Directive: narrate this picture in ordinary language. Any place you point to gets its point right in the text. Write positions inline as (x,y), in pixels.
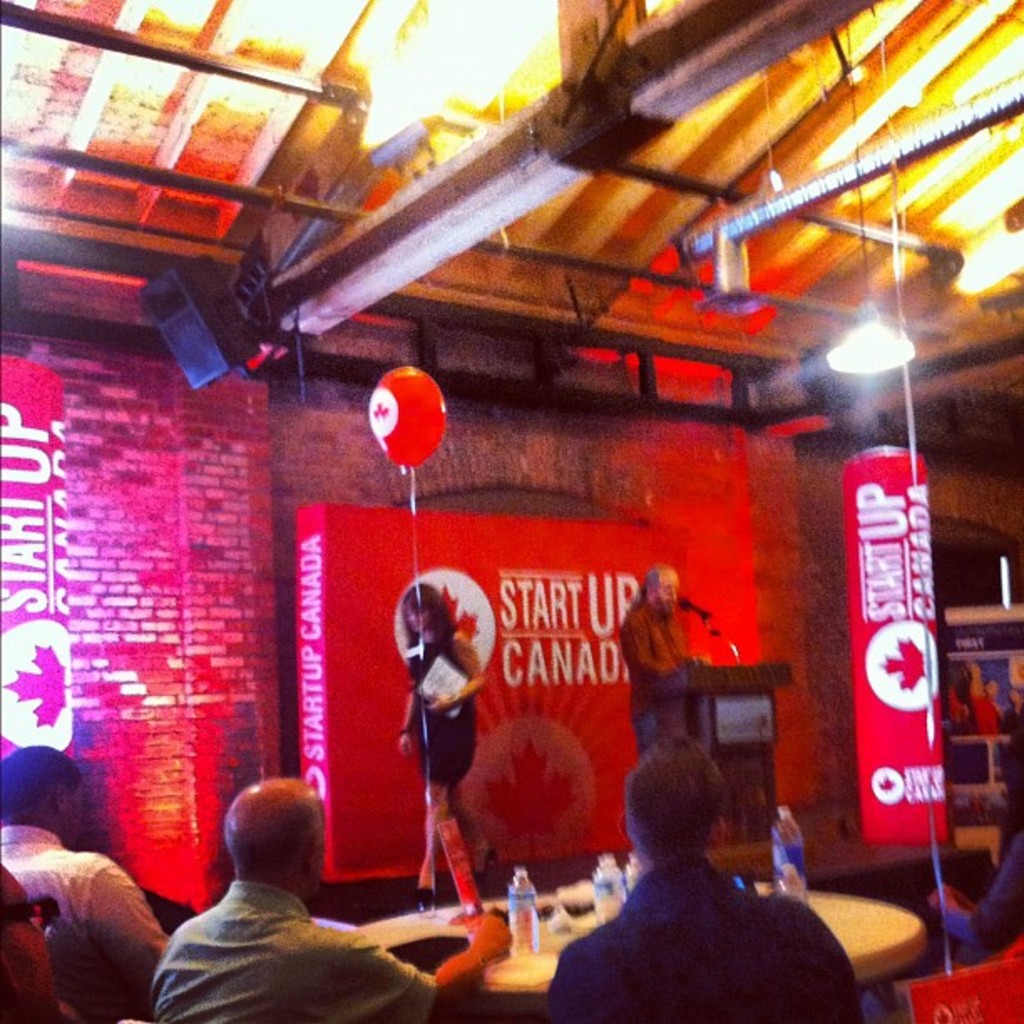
The image is taken in an event. In the center of the image (634,643) we can see a man (634,683) standing, There is a mic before him. We can see a podium (717,683). On the left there is a lady (429,853). At the bottom (81,940) we can see people (207,944) sitting. There is a table (527,975) and we can see bottles (599,893) on the table (509,976). At the top (901,336) there are lights (887,339). In the background (346,638) there are boards (388,565) and wall (609,475).
